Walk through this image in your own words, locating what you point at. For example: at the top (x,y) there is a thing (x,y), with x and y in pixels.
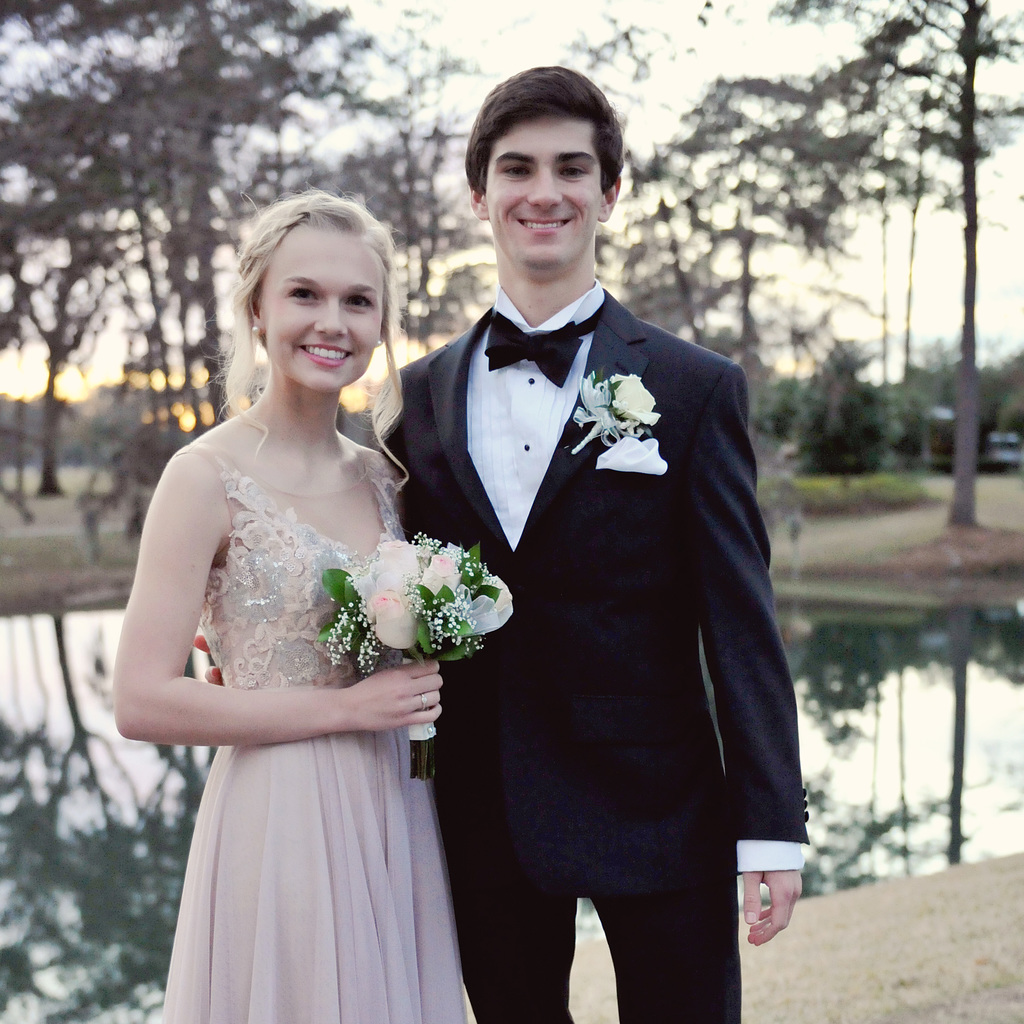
In this image we can see a man (579,428) and a woman (370,839) who is holding the bouquet (412,749) and standing and also smiling. In the background (950,746) we can see the water (879,611), trees (27,302), ground (887,518) and also the sky (615,91).
